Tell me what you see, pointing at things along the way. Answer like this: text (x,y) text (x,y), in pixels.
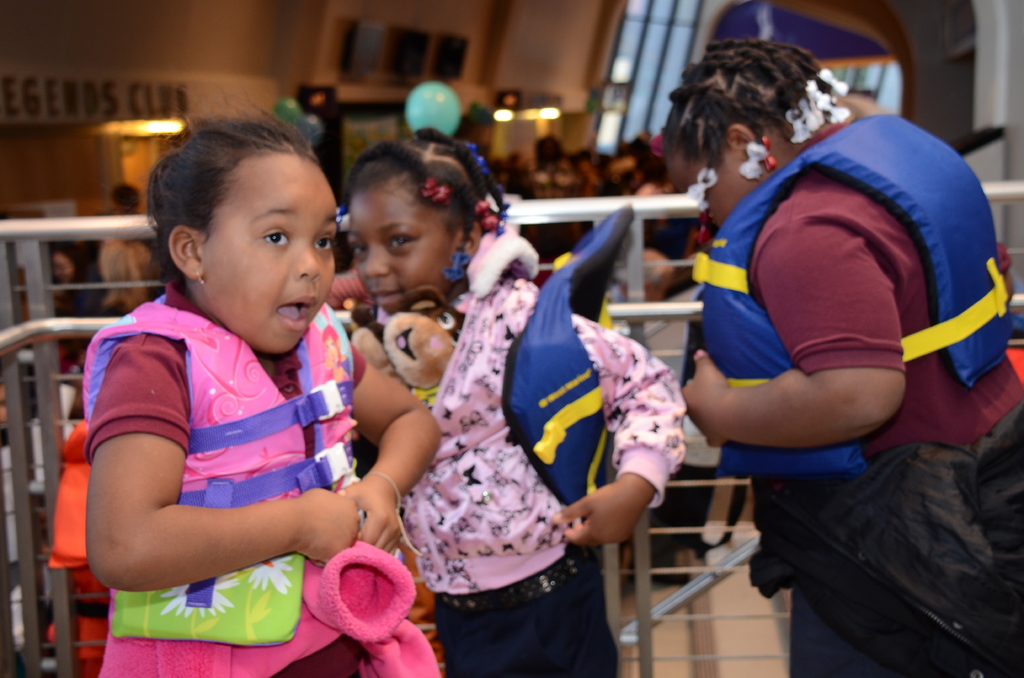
In this image, we can see people (563,530) wearing jackets (403,502) and there are some toys (399,349). In the background (82,256), we can see railings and some other people (80,255), boards (63,96) and balloons (413,104), lights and there is a wall (948,60).
